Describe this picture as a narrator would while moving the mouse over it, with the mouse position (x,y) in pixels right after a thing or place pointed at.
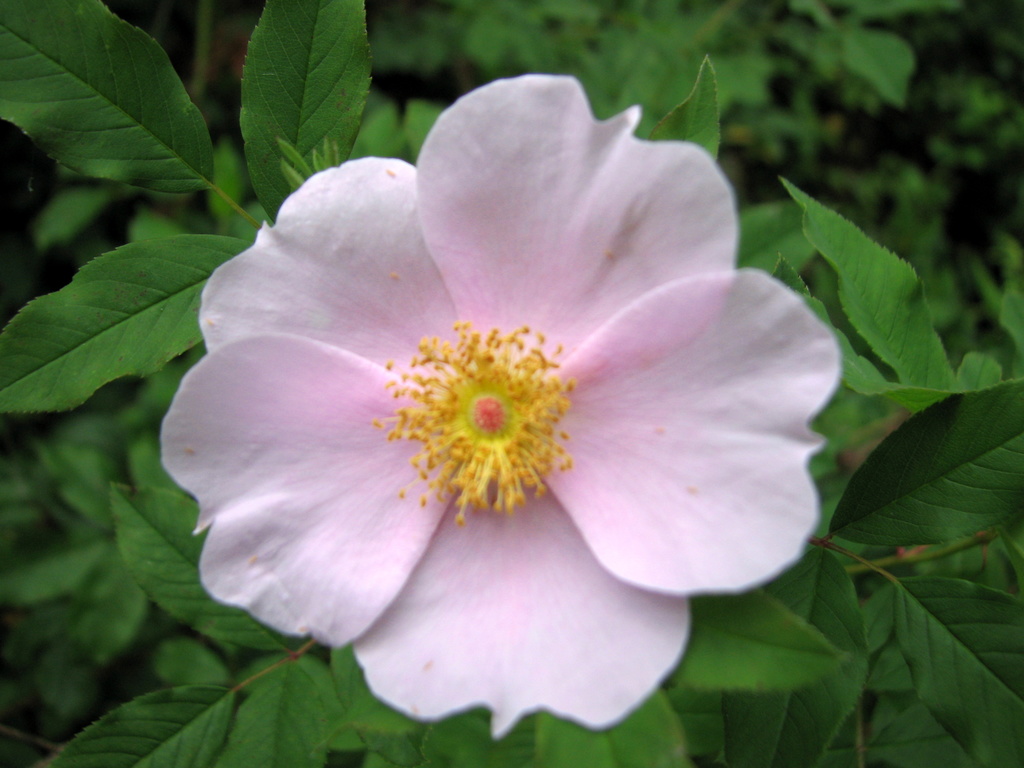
In this image we can see a flower (413,590) on the plant (430,398) and also we can see some other plants (790,76).
